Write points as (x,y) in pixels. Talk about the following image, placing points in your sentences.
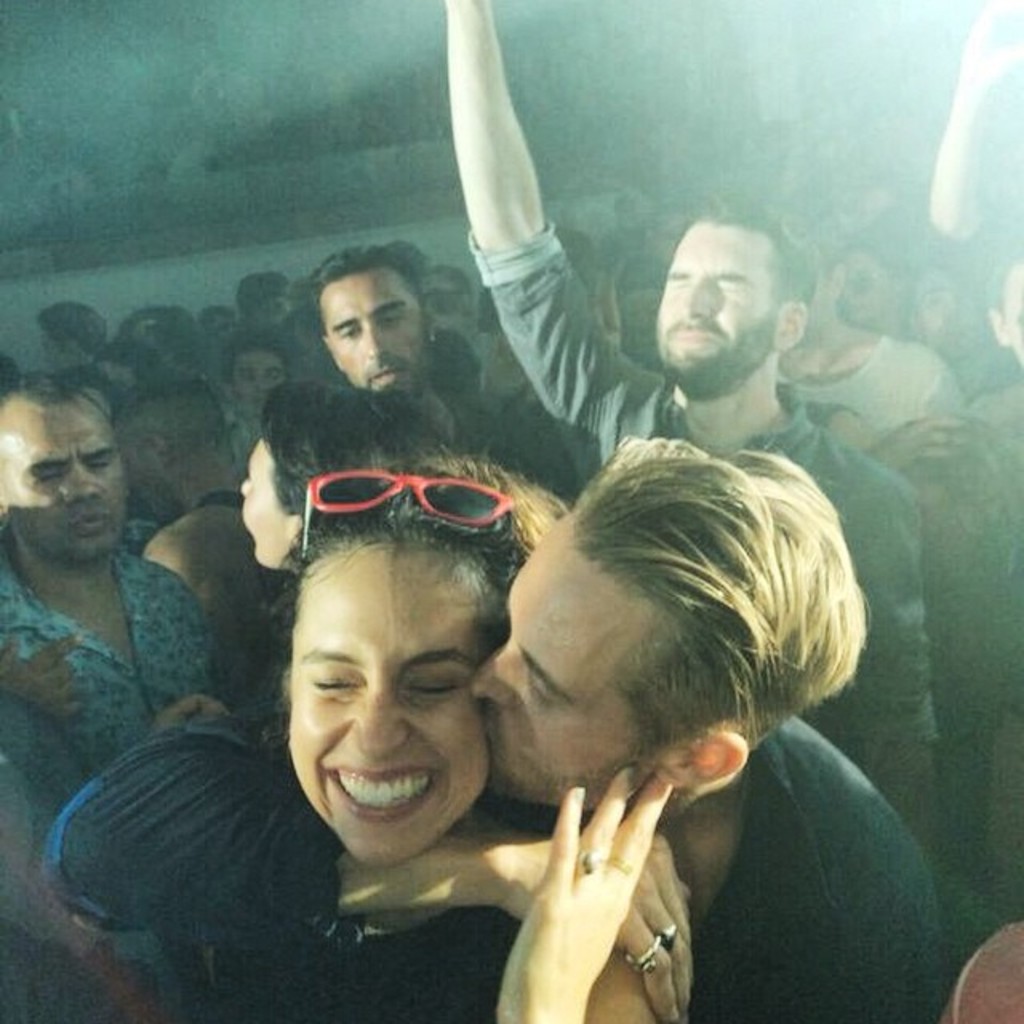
In this picture there are people (214,705), among them there's a man (829,661) kissing a woman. In the background of the image (221,121) it is dark.
